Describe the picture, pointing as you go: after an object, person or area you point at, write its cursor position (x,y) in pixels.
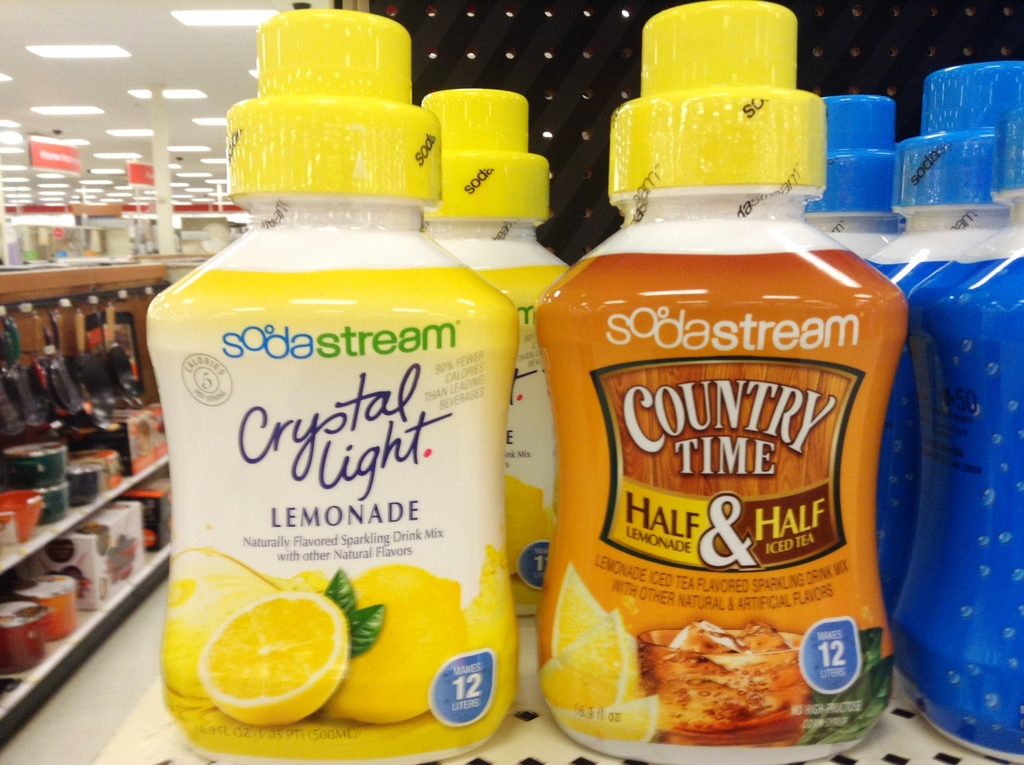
There are many bottles (572,421) on a stand (883,730). On a bottle (374,633) there is image of lemons (341,637) and something is written. In the back (62,530) there are racks (61,520). On the racks (88,511) there are many items (104,417). On the ceiling (166,55) there are lights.
